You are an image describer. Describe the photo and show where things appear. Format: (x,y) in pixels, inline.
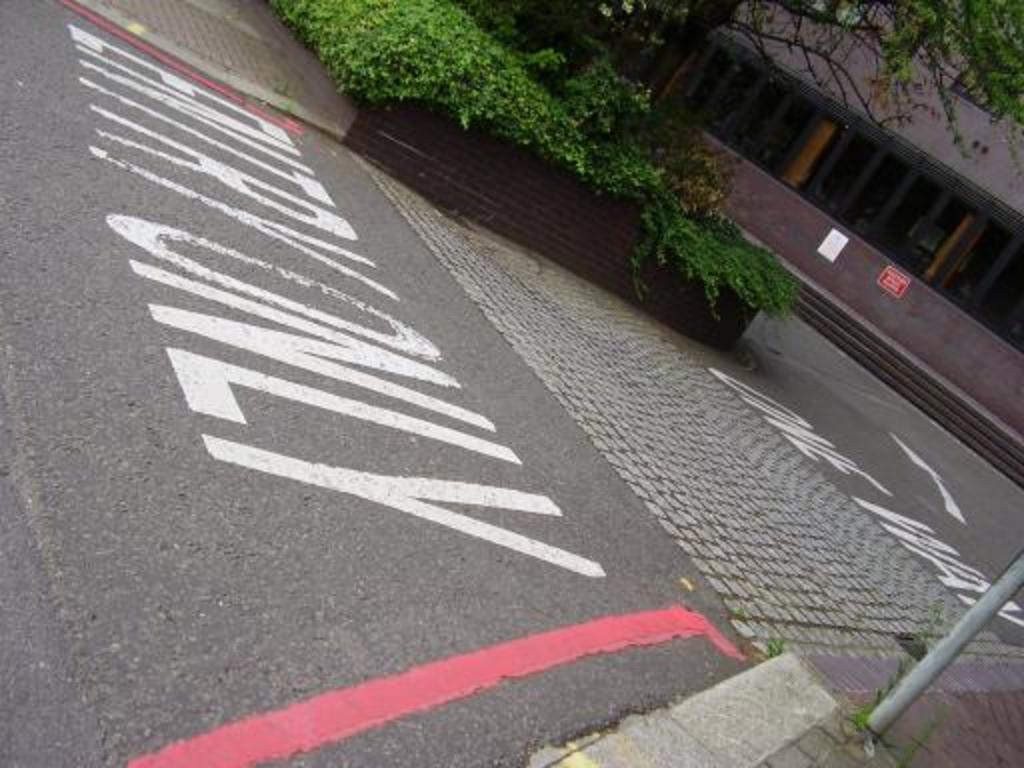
In this image there is a road (340,449) and we can see plants (645,185). In the background (711,65) there is a building (780,155) and a tree (708,14). At the bottom (934,667) there is a pole (955,649).
